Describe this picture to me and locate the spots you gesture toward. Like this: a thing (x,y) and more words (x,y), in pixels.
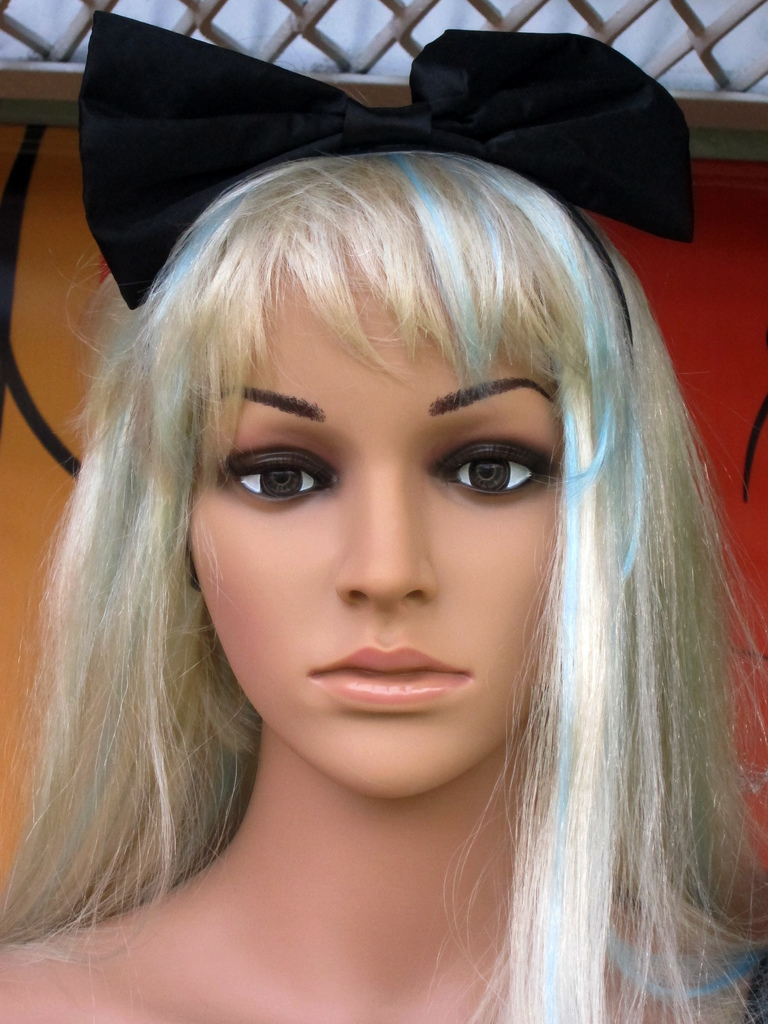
In this image there is a doll (294,699).
